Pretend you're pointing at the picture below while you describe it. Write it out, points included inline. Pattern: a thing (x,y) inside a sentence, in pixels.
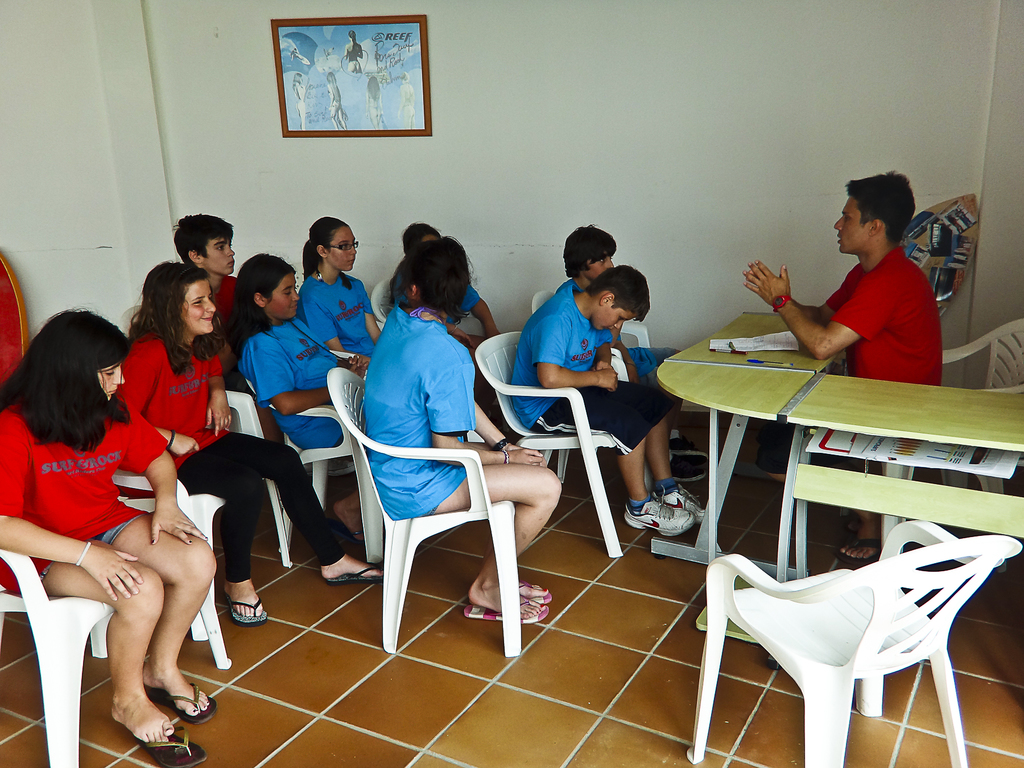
in this picture there are group of people (406,378) sitting on the chair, a person (852,321) was explaining them by sitting on chair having a table (693,359) in front of them, there was a frame (325,73) on the wall (438,96).
